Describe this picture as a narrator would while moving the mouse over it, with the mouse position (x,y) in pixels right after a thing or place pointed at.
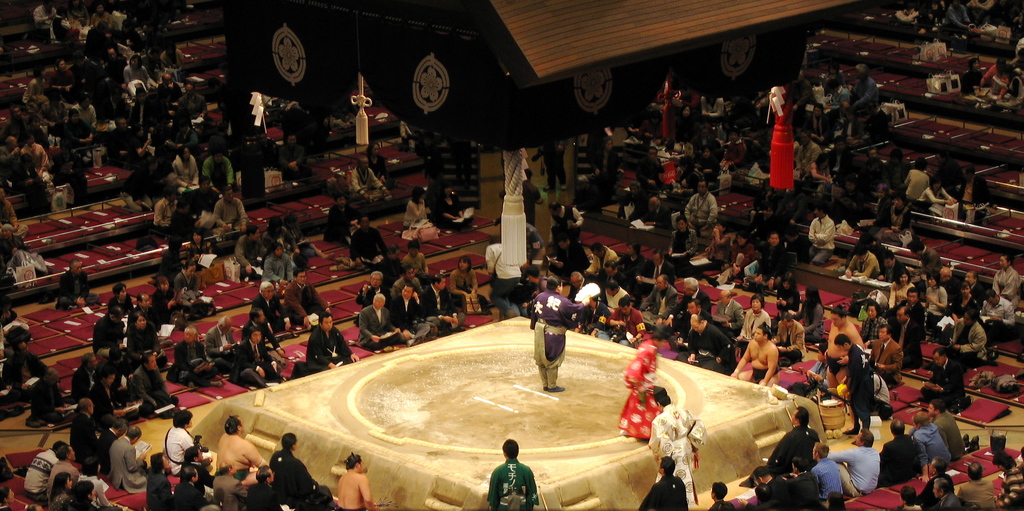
This image consists of many people (867,140) sitting on the ground (917,382). In the middle (524,327), it looks like a dais (615,362). On which we can see two persons (554,322). At the top (471,43), it looks like a tent (652,41).
